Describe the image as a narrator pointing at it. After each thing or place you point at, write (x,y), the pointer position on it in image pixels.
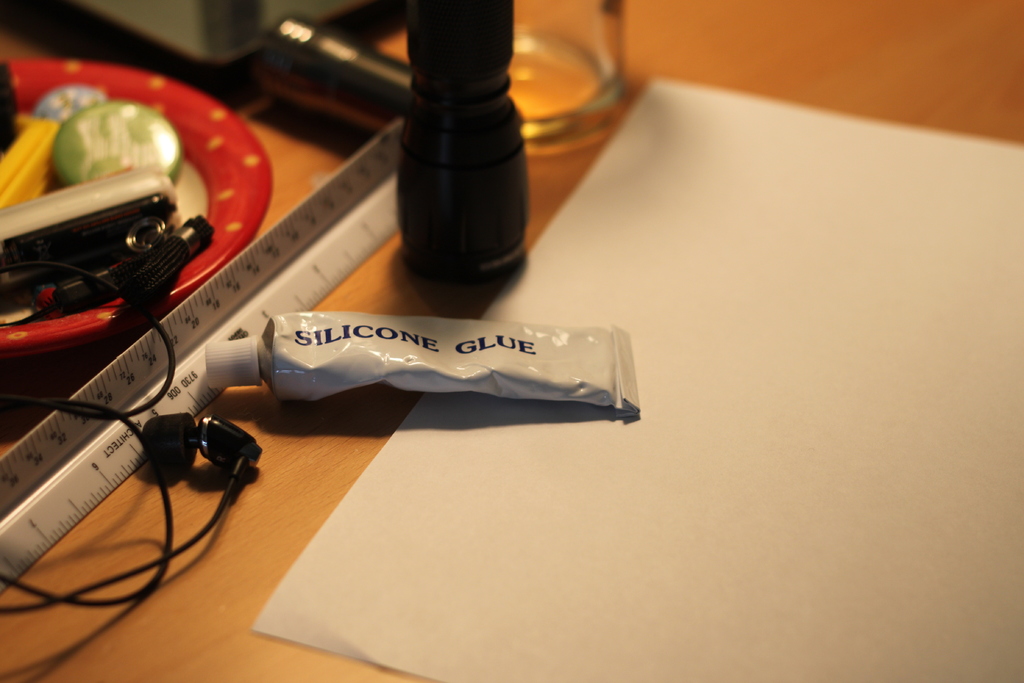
In this image we can see a paper (708,447), tube (513,387), ear phones (10,405), glass (554,7), plate (249,205), measuring scale (251,249), and objects (453,15) on a wooden platform (116,651).
